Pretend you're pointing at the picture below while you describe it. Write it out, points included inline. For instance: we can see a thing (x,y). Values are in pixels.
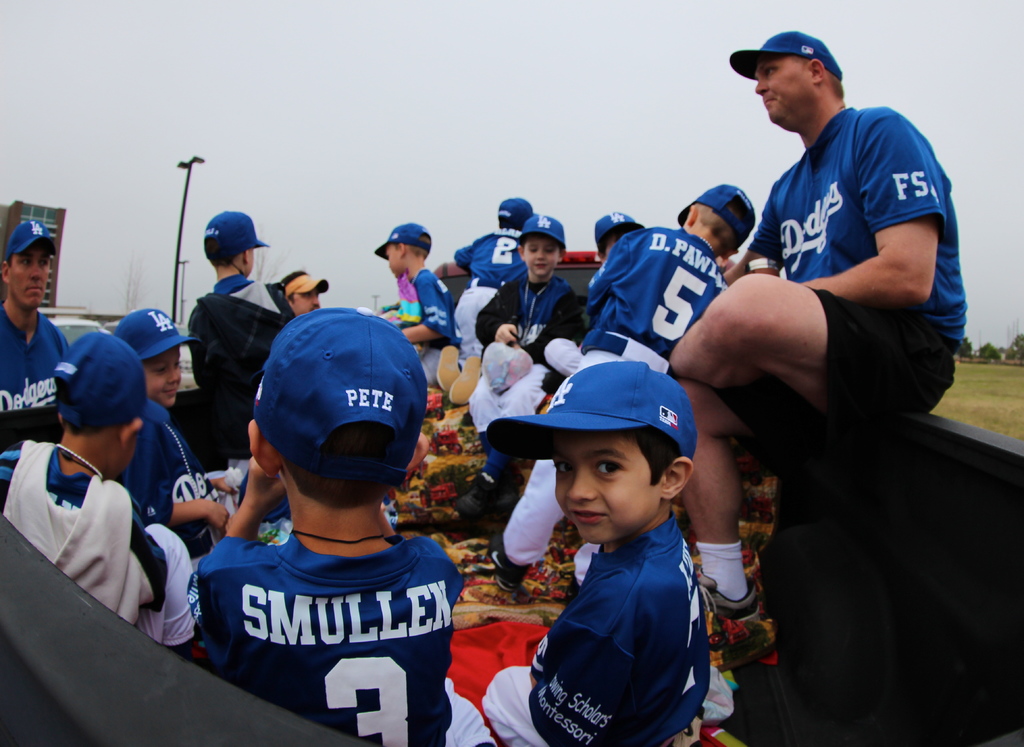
In this image there are some boys (223,271) and some persons (10,332) and they are sitting in a vehicle (88,632), and also there are some objects (455,438). In the background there are some buildings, trees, poles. At the top (201,122) there is sky (637,163), and on the right side (971,383) there is grass (990,404).
